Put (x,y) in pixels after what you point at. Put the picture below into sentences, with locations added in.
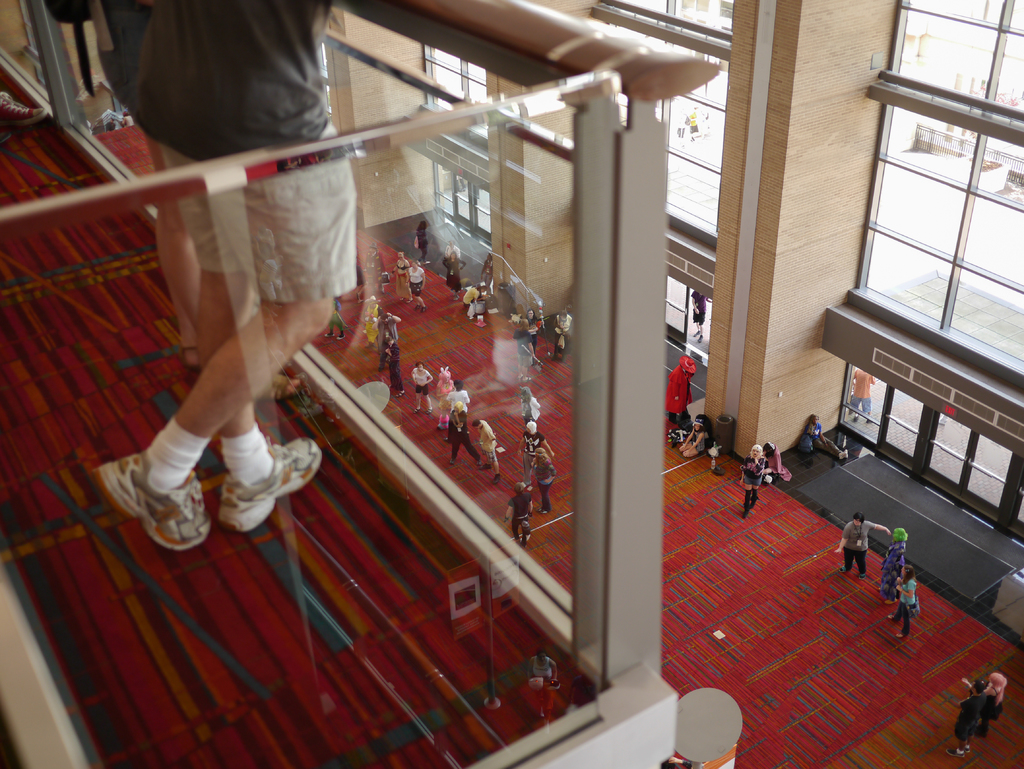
In this picture we can see glass railing (525,441) and a person (294,29) is standing wearing shoes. At the bottom portion of the picture (736,564) we can see a floor carpet (854,668) on the floor (879,693) and we can see people (699,432). On the right side of the picture (864,194) we can see window glasses (977,301) and walls (1016,399). Through glass (988,190) outside view is visible and we can see people (869,388).
